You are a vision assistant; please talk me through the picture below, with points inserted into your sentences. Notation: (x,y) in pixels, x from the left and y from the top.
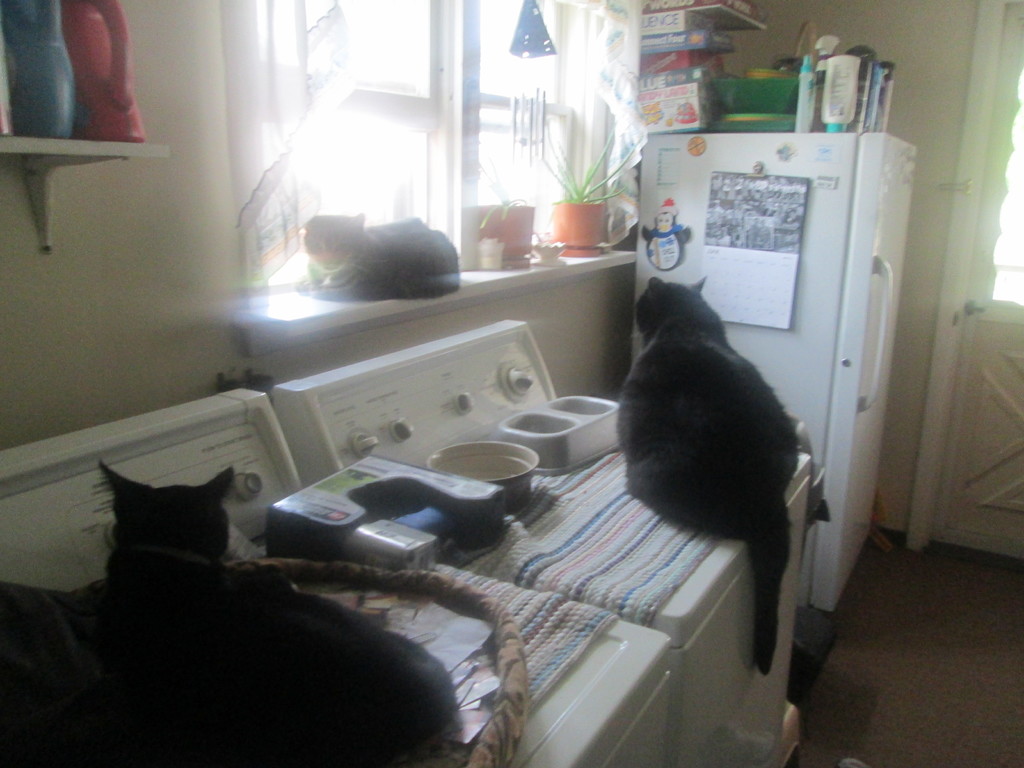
In this picture there are cats (224,603) on the washer (376,441) and dryer (545,766) at the bottom side of the image (133,593) and there is a refrigerator (863,227) on the right side of the image (795,86), on which there are boxes (739,7), there is another cat (699,491) in the center of the image (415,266), there is a cat (415,225) at the top side of the image (413,238).
